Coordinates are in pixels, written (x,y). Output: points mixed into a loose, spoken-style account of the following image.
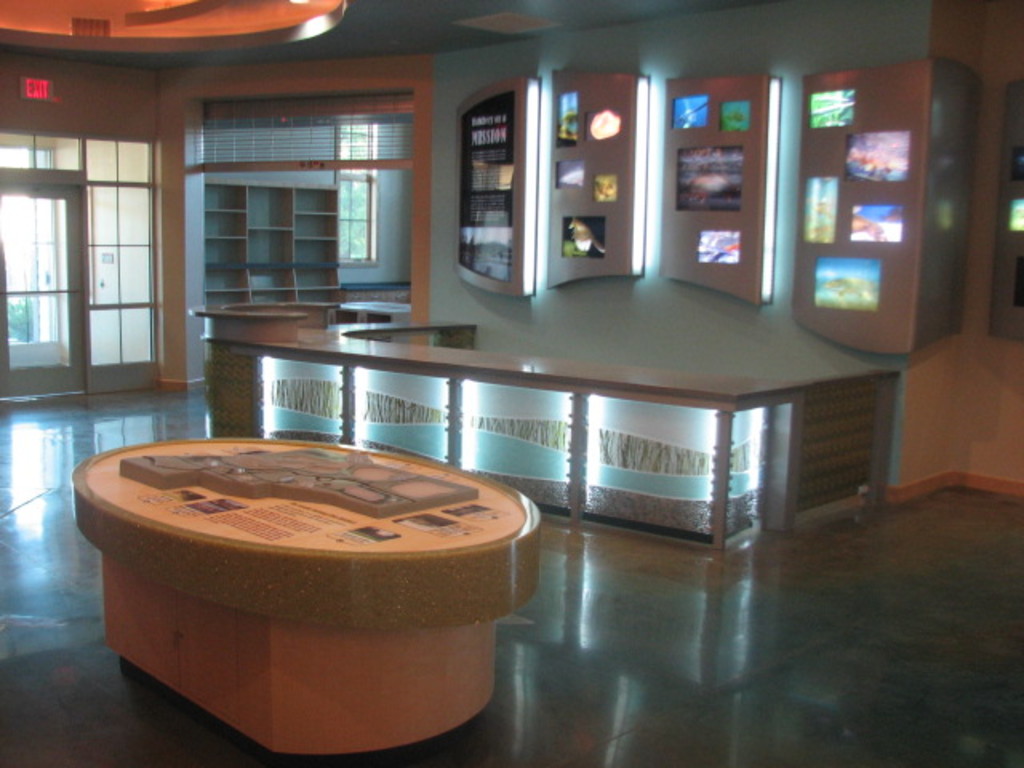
In this picture I can see the round table (159,594), beside that I can see U-shaped table (441,425). On the right (953,260) I can see the tube-light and screen (728,184) which are placed on the wall (790,223). On the left (267,240) I can see the wooden shelves (248,219), windows (348,241) and doors (53,247). In the top left corner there is an exit sign board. Through the windows (358,228) I can see the trees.
